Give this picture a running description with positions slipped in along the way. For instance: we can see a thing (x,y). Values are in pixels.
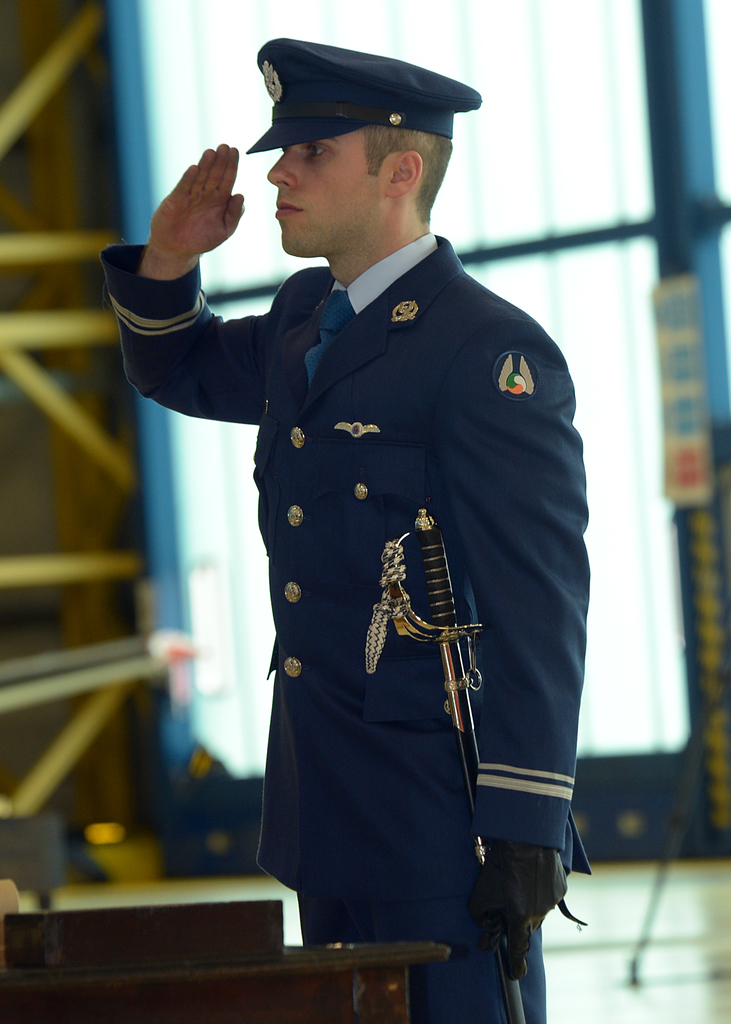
This picture shows man (417,184) saluting with his hand (225,219) and we see he wore a cap (301,129) on his head (388,176) and a blue coat (496,723) with a sword (455,632) on the side.
